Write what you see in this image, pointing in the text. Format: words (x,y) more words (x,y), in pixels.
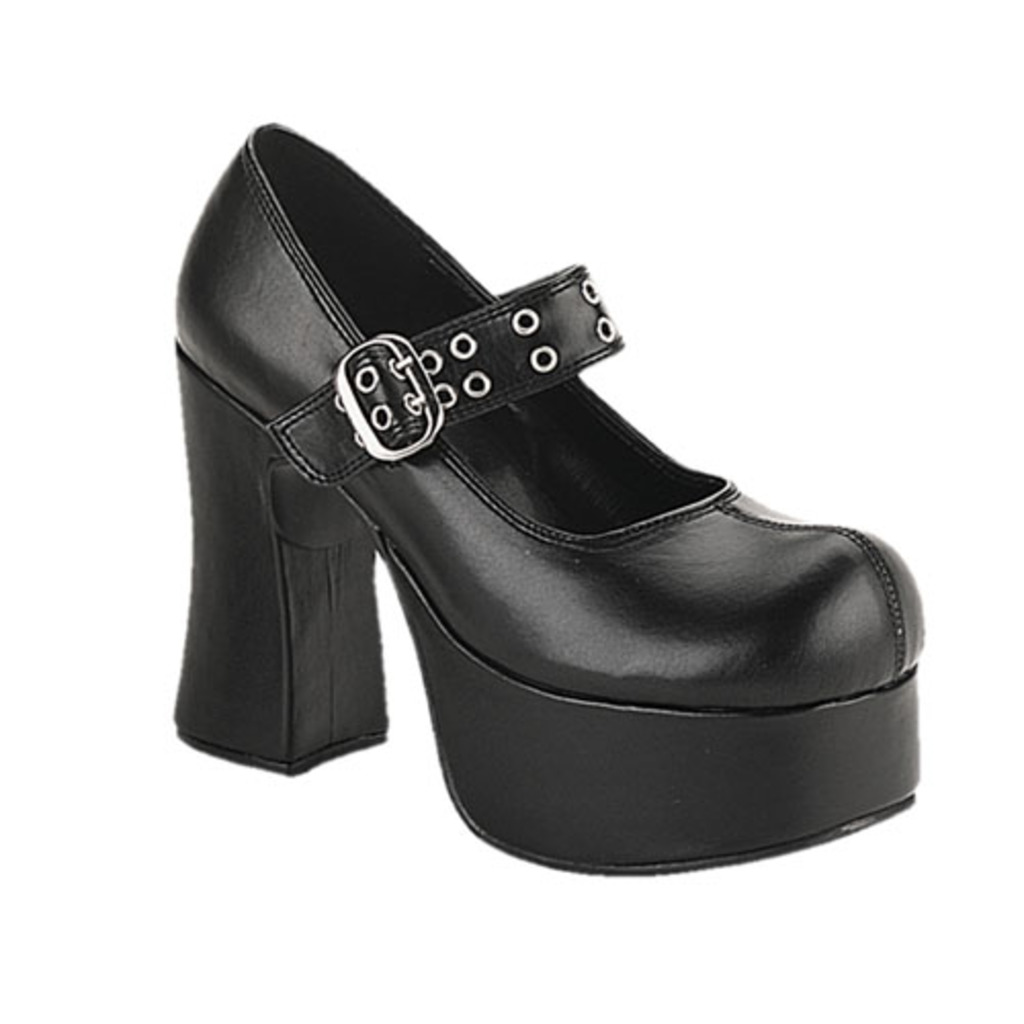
In this image there is a footwear (416,543) which is black in colour.
